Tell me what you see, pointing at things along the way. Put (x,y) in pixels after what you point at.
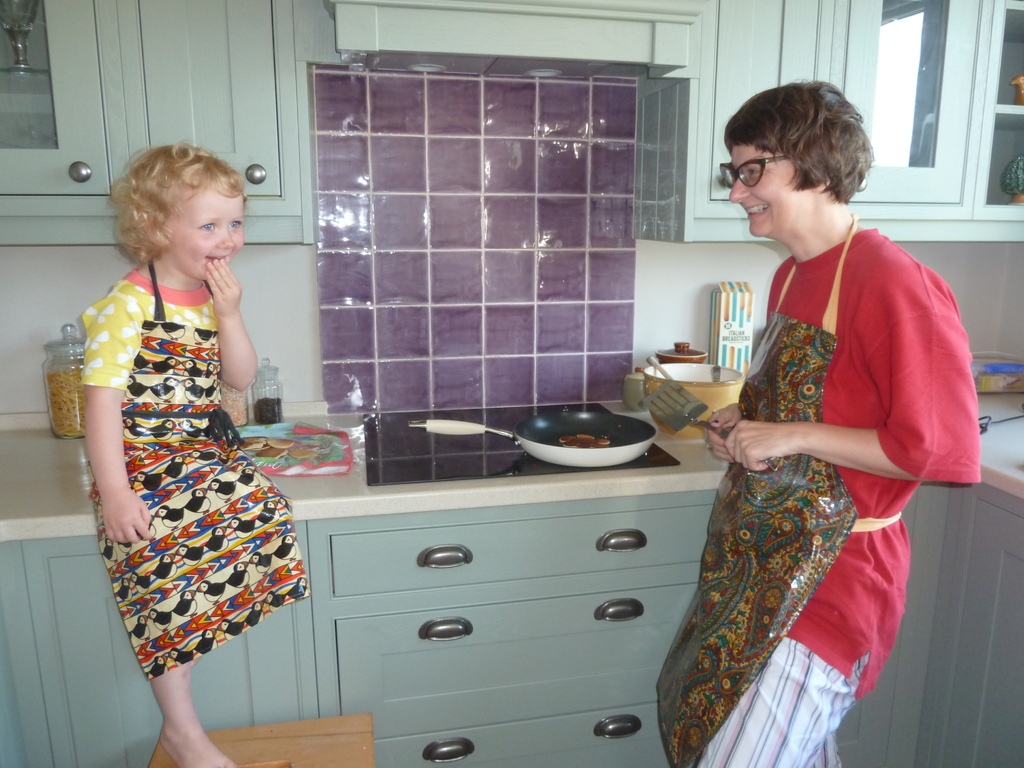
On the left side (233,226), there is a girl (228,225) smiling and sitting on a table (217,662). On the right side (885,264), there is a woman (879,245) in red color t-shirt (895,418) holding an object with both hands (758,457) and standing near a pan (643,448) which is placed on the stove (383,474) which is attached to the table (357,473) on which, there are jars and other objects (726,309). And this table (605,495) is having cupboards (482,528). In the background (815,36), there are cupboards (77,61) attached to the white wall (19,280).
